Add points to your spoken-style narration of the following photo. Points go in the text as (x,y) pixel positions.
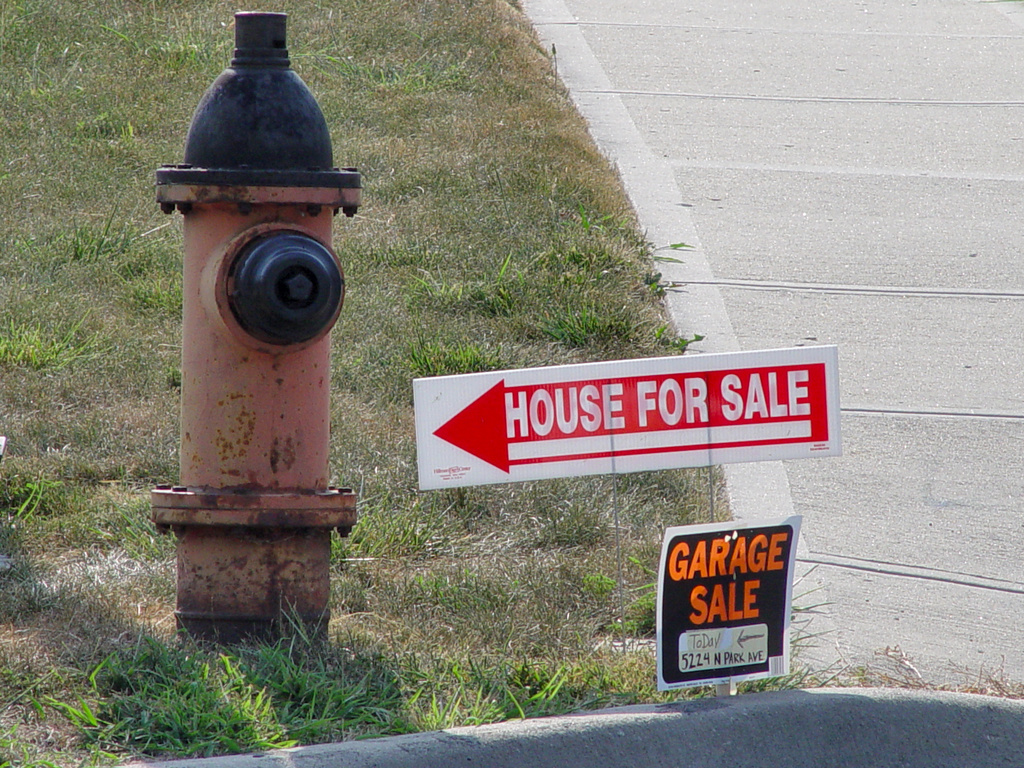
In the picture I can see a fire hydrant (277,341), grass (664,523) and boards (514,413). On these boards (728,450) I can see something written on them.
